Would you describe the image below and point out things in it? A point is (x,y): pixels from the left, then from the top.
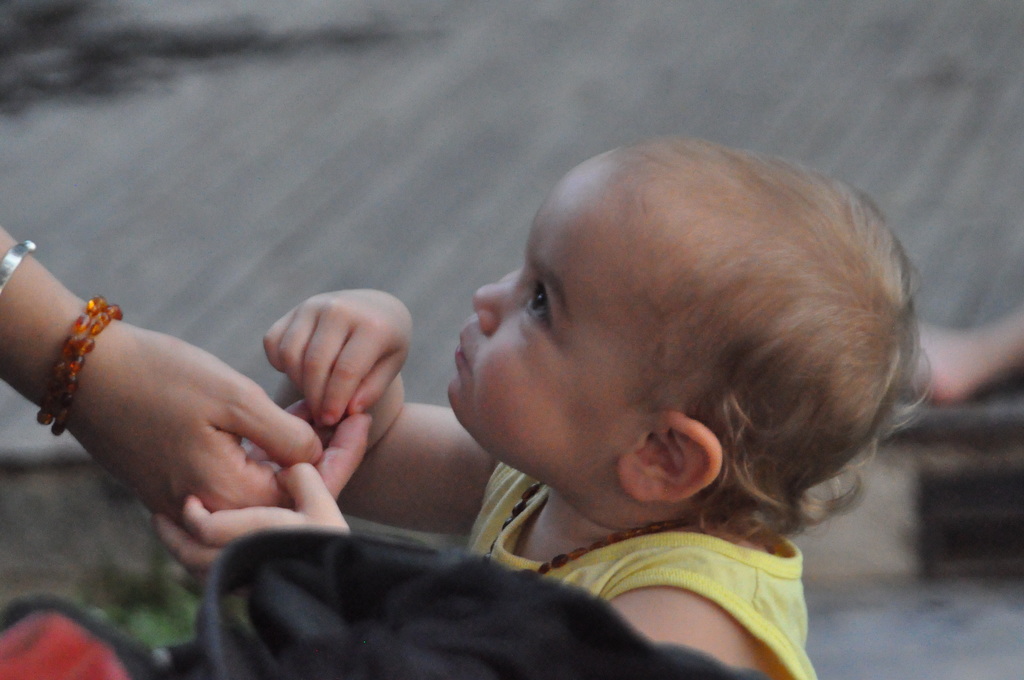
In this image we can see a baby (702,468) and the baby (629,504) is holding a hand (229,456) of a person (187,478). At the bottom (27,677) we can see objects (563,626) look like bags (563,626). On the right side (975,383), we can see the leg (978,369) of a person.
